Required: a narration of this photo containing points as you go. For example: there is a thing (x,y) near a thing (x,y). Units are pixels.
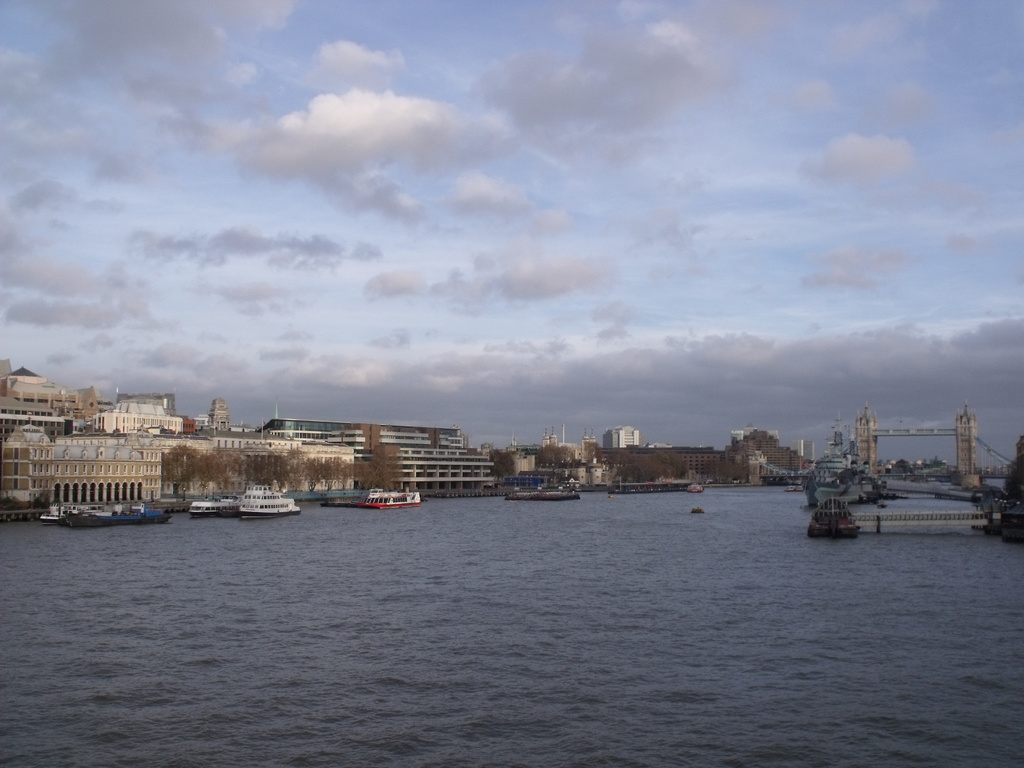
In the image we can see there are many buildings (410,453), trees (500,454) and boats (265,509) in the water (225,532). Here we can see the bridge (860,449) and the cloudy sky (757,413).
